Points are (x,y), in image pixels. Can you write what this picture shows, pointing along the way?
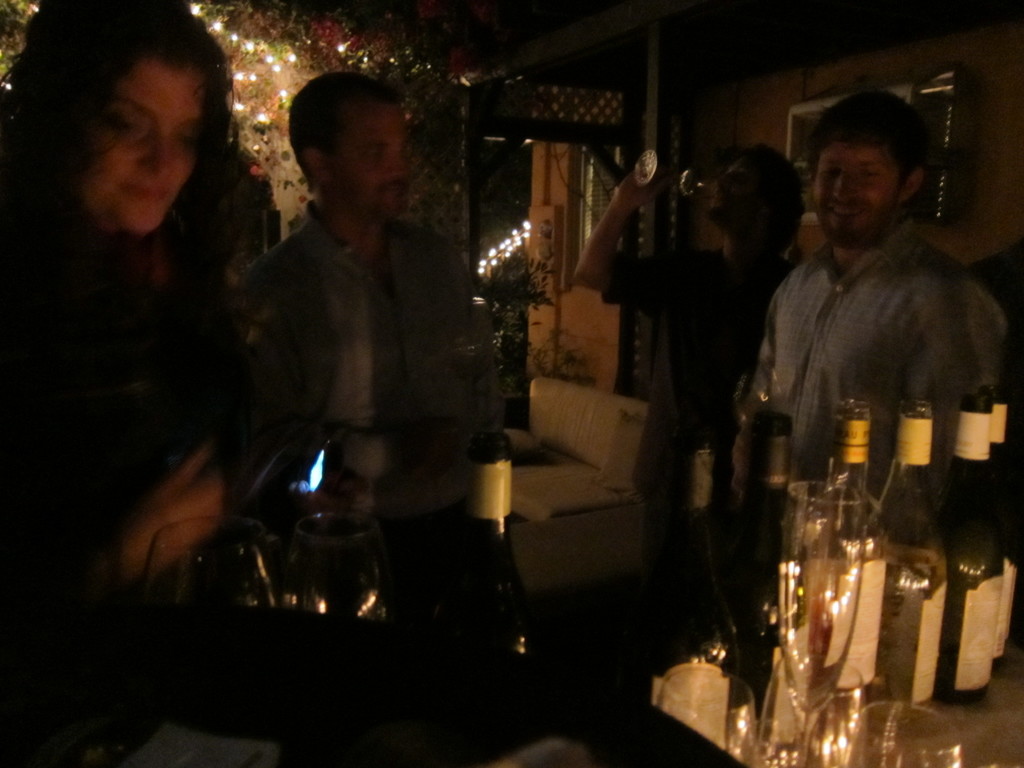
In this picture on the bottom right hand corner (729,639) there are some bottles (755,652) on the table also we can see there are some people (897,423) standing.
